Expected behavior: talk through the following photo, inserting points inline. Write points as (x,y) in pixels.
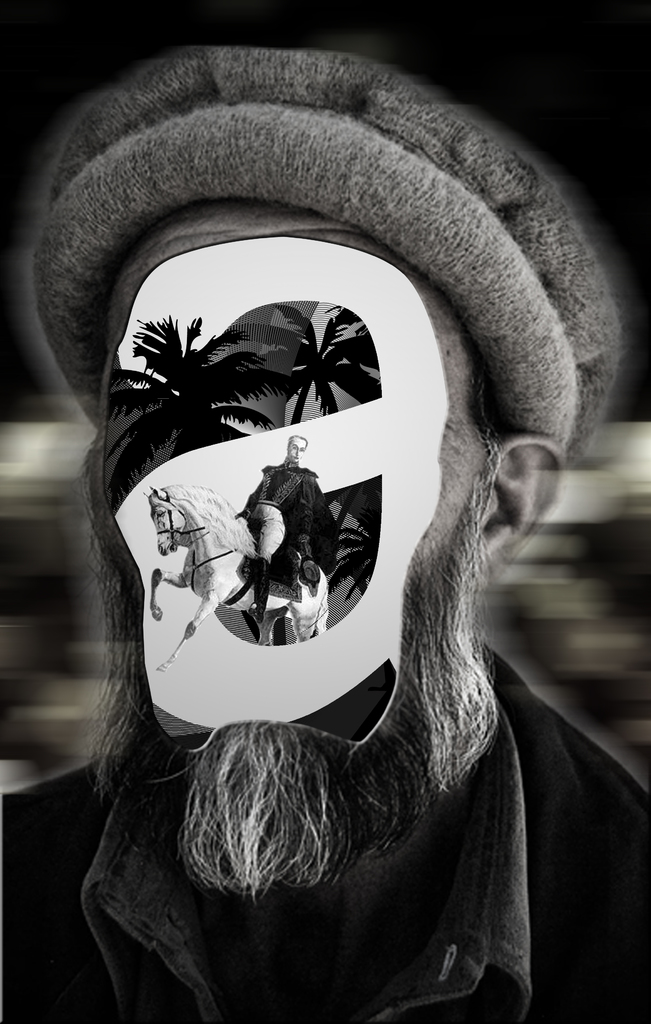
This is a black and white graphic image of a person (154,108) with trees (204,400) and a horse (169,549) on his face (231,655).
